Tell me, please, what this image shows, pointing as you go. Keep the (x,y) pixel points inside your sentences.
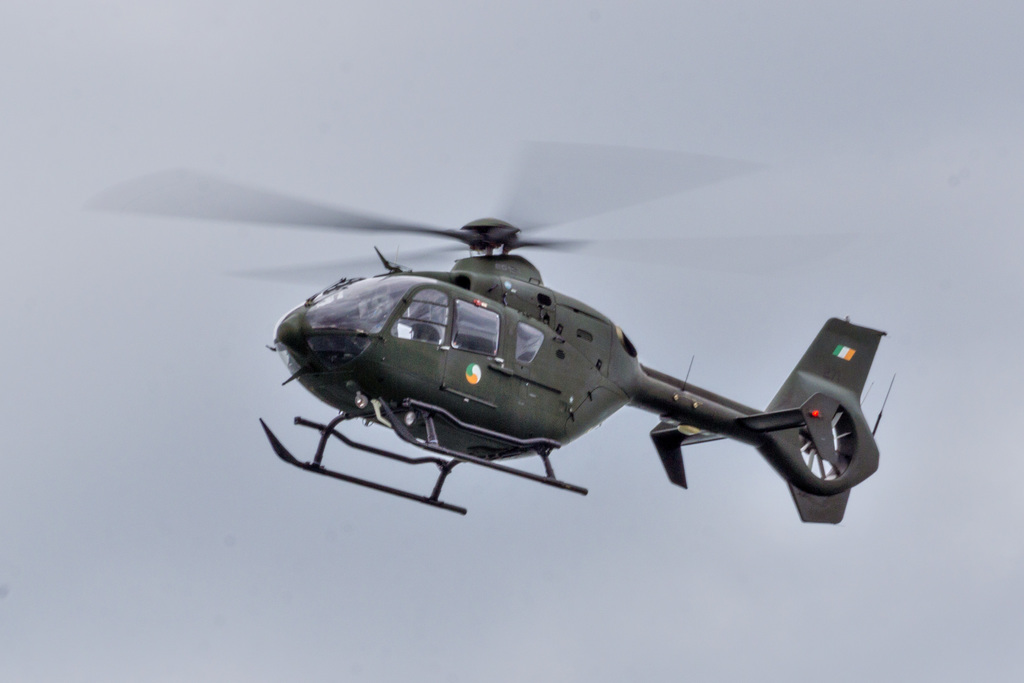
In this image there is a helicopter (538,320) in the air (363,550). In the background of the image (460,124) there is sky (637,69).
